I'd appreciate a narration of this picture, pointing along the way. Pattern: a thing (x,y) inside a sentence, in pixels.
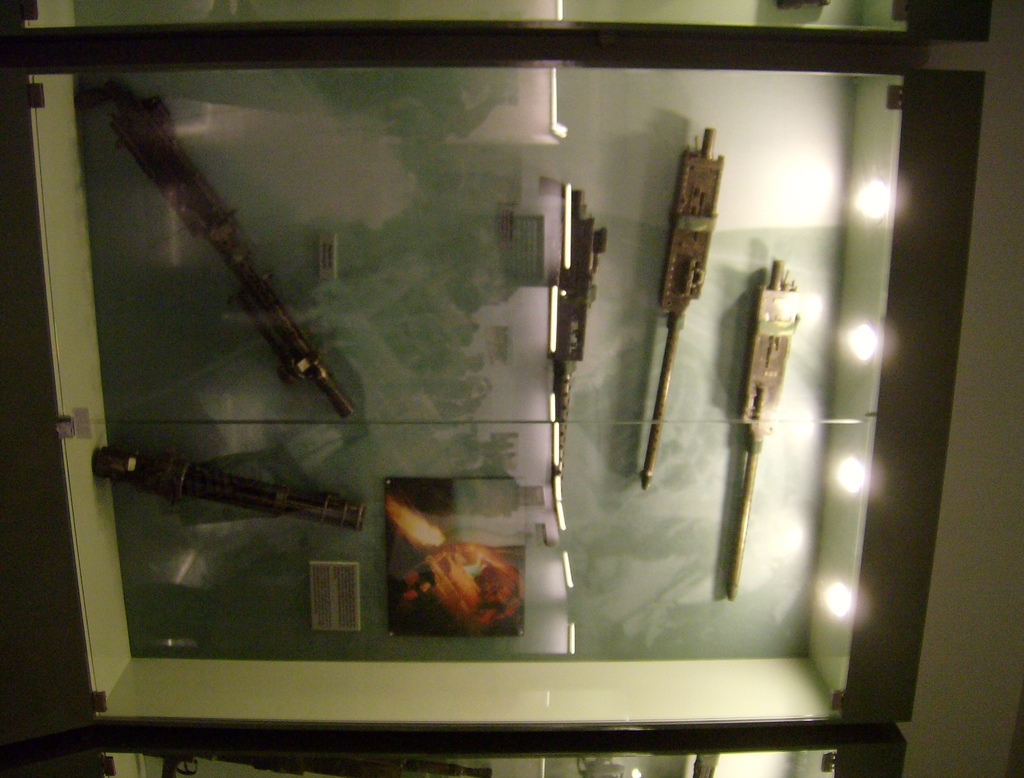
In this picture there is a wooden box (932,338). In which we can see some equipment (559,430) which is made from the rod (275,342). On the right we can see the lights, beside that we can see the wall (995,525).
